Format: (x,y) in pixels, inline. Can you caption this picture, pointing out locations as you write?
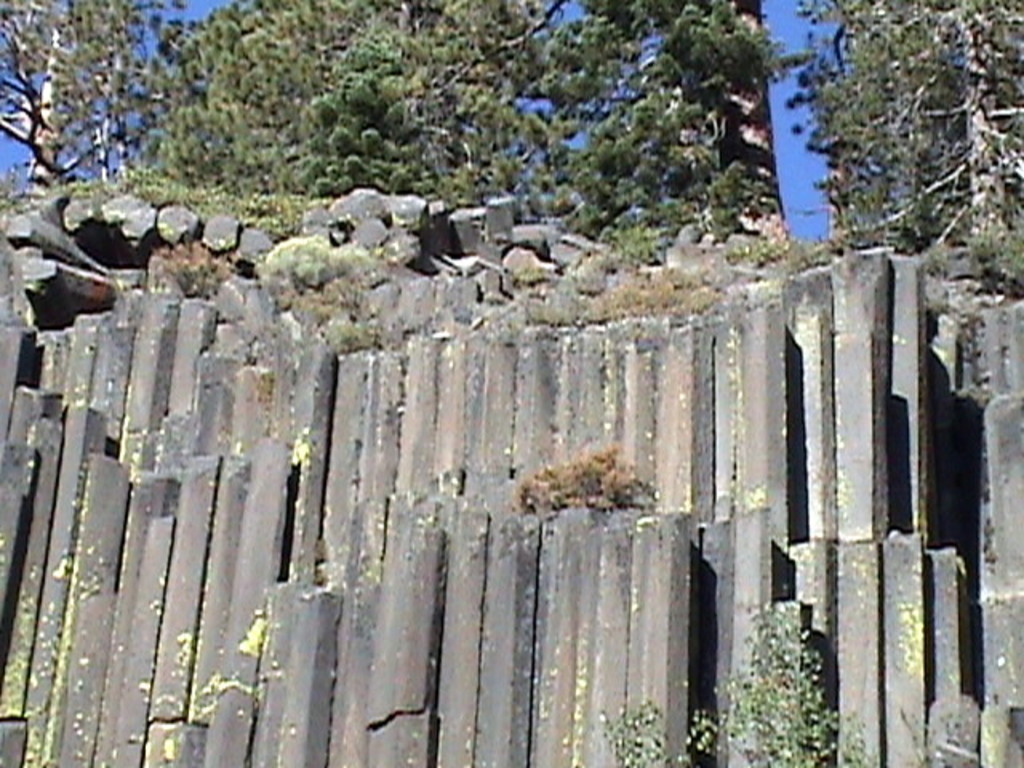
In this picture we can see few rocks (488,502), plants (282,210) and trees (372,29).
